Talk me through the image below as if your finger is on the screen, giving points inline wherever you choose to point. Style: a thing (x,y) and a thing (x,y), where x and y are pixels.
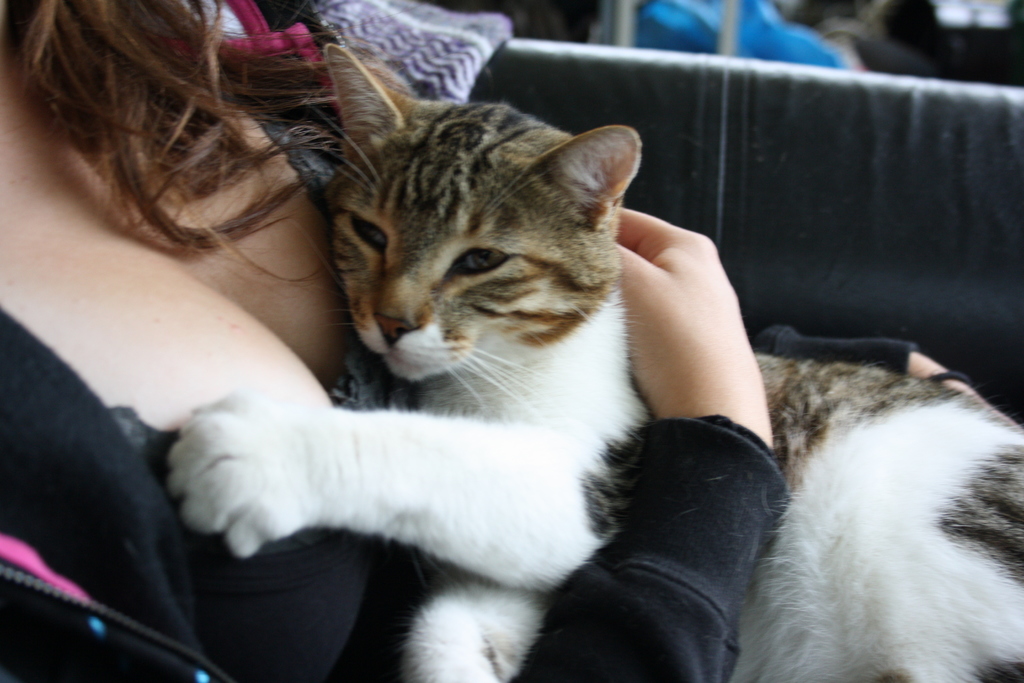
In this picture there is a woman (143,355) sitting and holding a cat (522,161) in her hands (649,289).
